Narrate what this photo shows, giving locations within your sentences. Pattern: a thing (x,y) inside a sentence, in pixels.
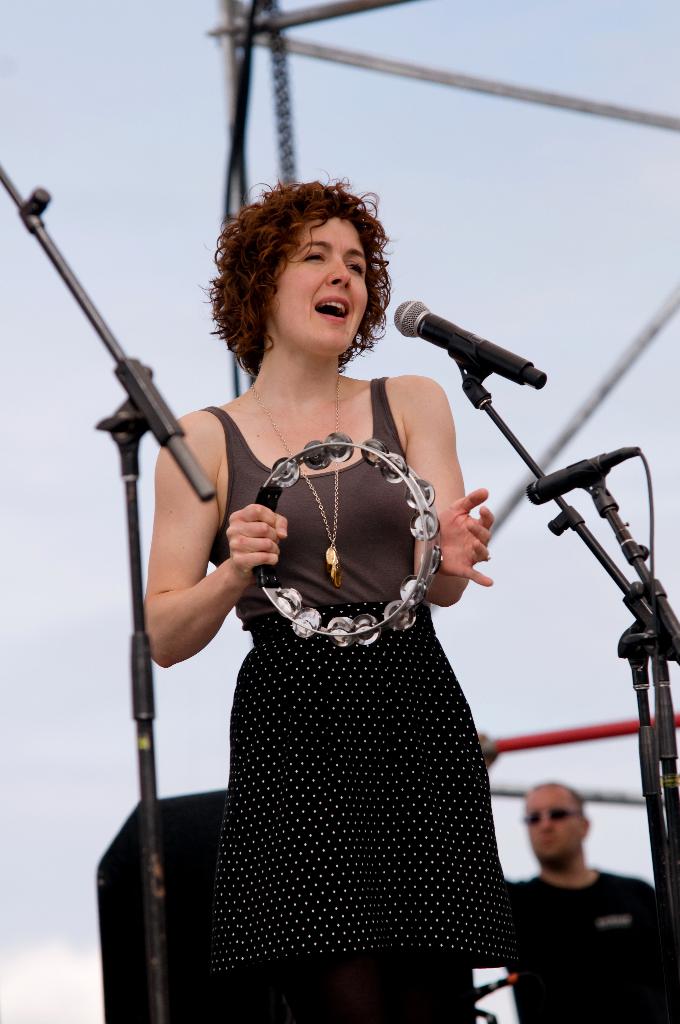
This picture is clicked outside. In the foreground (651,492) we can see the microphones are attached to the metal stands (122,352). In the center (350,549) there is a woman (234,266) wearing black color dress (365,607), holding a tambourine (315,622), standing and seems to be singing. In the background (460,179) there is a sky (531,246) and we can see the metal rods (561,744), speaker (136,892) and a person (588,898) wearing black color t-shirt (595,939) and seems to be standing.
